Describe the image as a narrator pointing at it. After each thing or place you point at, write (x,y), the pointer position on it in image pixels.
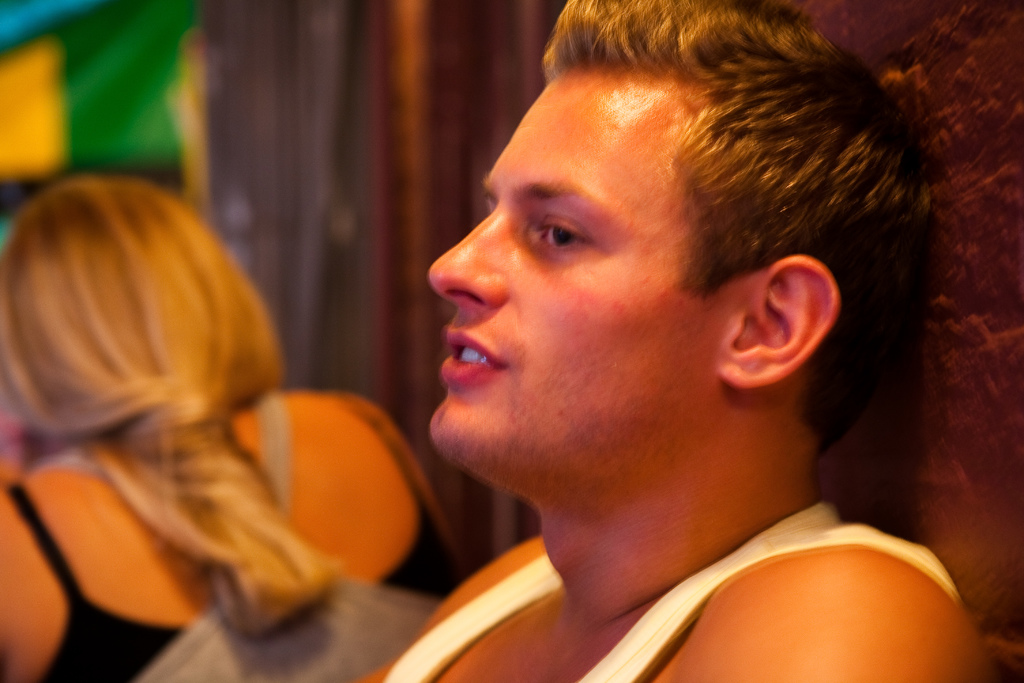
Background (370,93) portion of the picture is blur. We can see a person (396,504) with light brown hair (154,442). On the right side of the picture (816,447) we can see a man (622,475).
